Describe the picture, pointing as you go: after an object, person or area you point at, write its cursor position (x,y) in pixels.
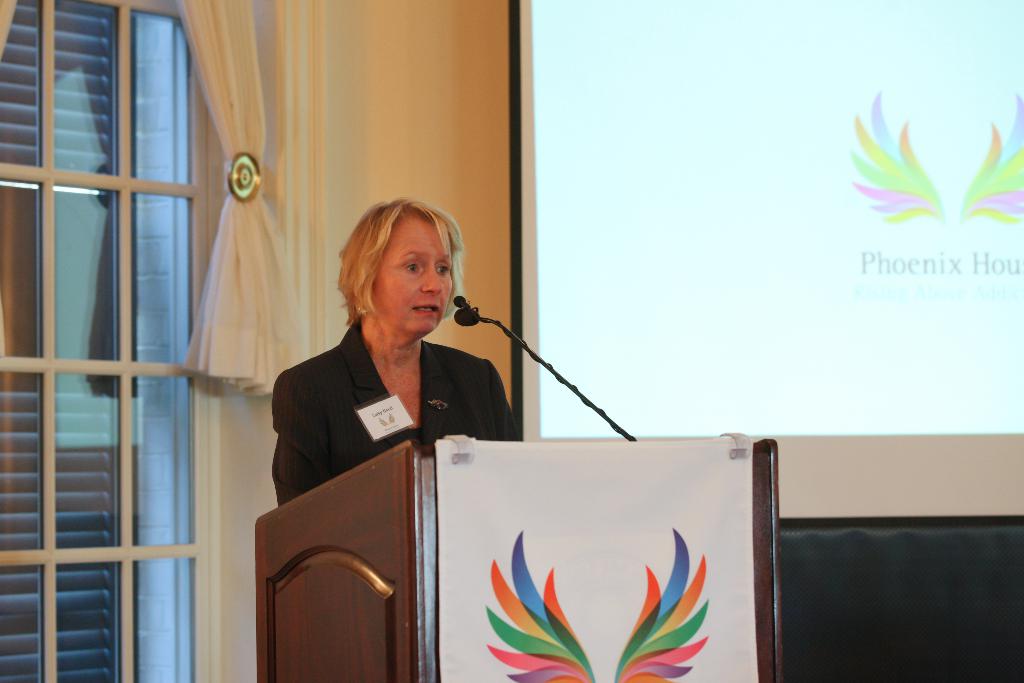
In the center of the image (481,441), we can see a podium (408,494) and there is a mic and a lady (390,320) standing and wearing an id card (384,416). In the background (624,106), there is a screen (550,103), curtain (246,92) and a window (106,544) and we can see a poster (574,642) to the podium (617,624). On the right (901,579), there is a black color object (890,600).
